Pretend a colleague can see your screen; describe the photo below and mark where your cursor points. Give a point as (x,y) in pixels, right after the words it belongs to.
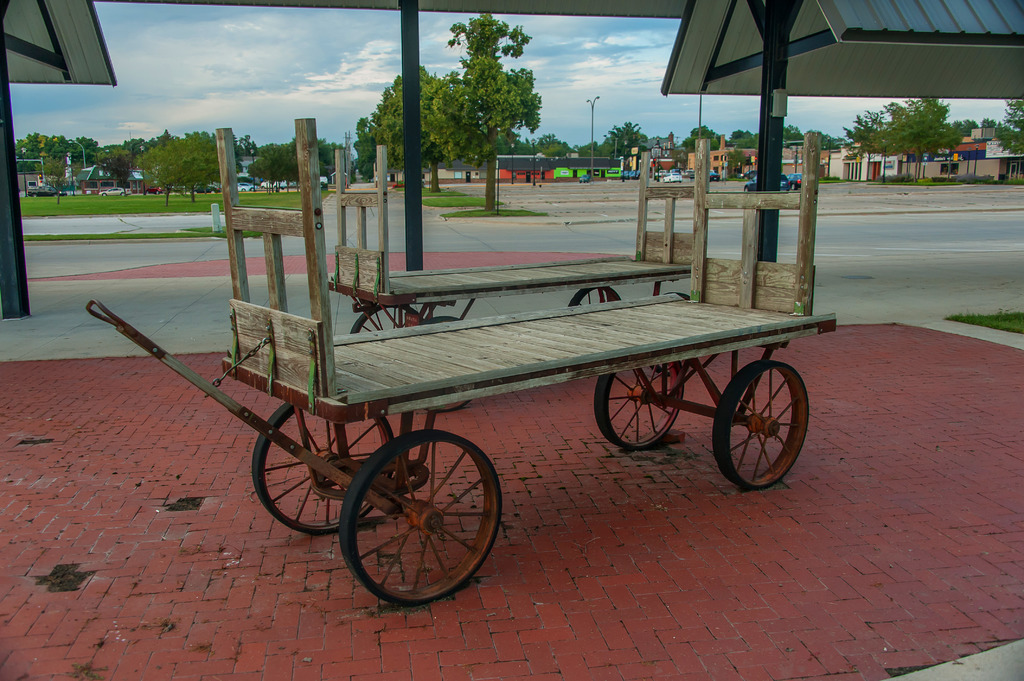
In this image we can see the cart vehicles (489,487) on the red color path (550,512). We can also see the roofs (84,38) for shelter. Image also consists of trees (425,108), buildings (756,151) and also vehicles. We can also see the grass (132,209), road (892,217), light poles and also electrical poles (349,140). There is sky (539,47) with the clouds (599,69).
